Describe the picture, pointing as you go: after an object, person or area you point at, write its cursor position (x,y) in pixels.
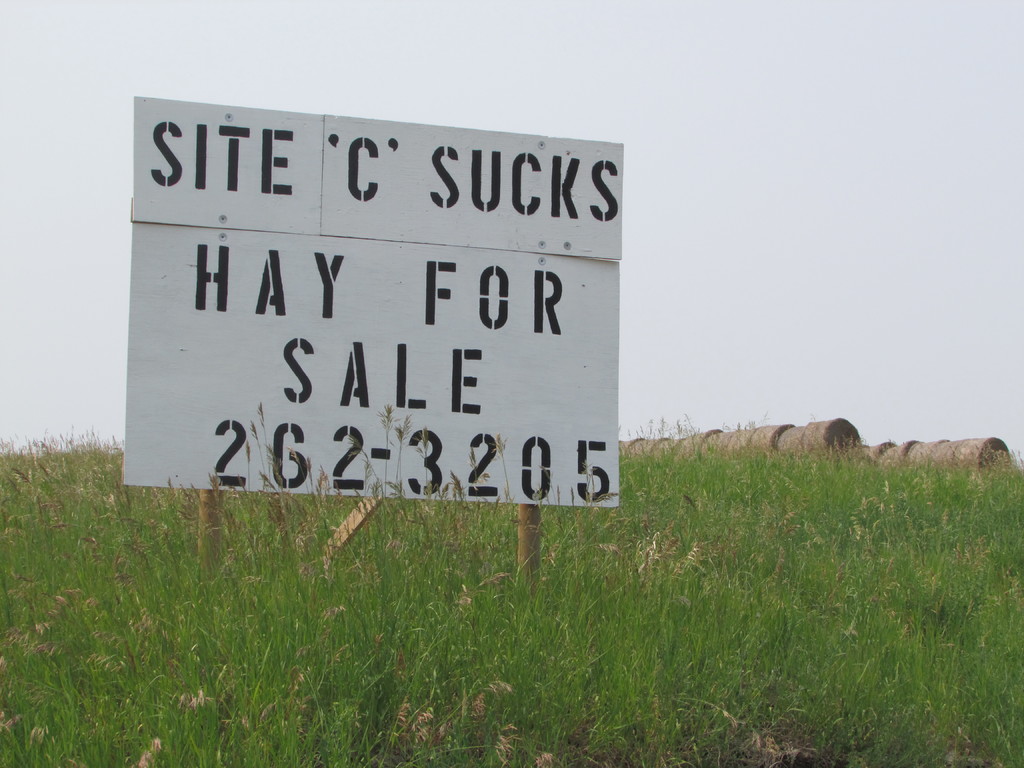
In this picture, we can see a board (452,198) with some text (198,154) on it, and we can see poles (201,511) attached to the board (593,456), we can see the ground (754,607) covered with plants (785,599), and we can see some objects (919,462) on the ground (641,458), we can see the sky (831,206).
